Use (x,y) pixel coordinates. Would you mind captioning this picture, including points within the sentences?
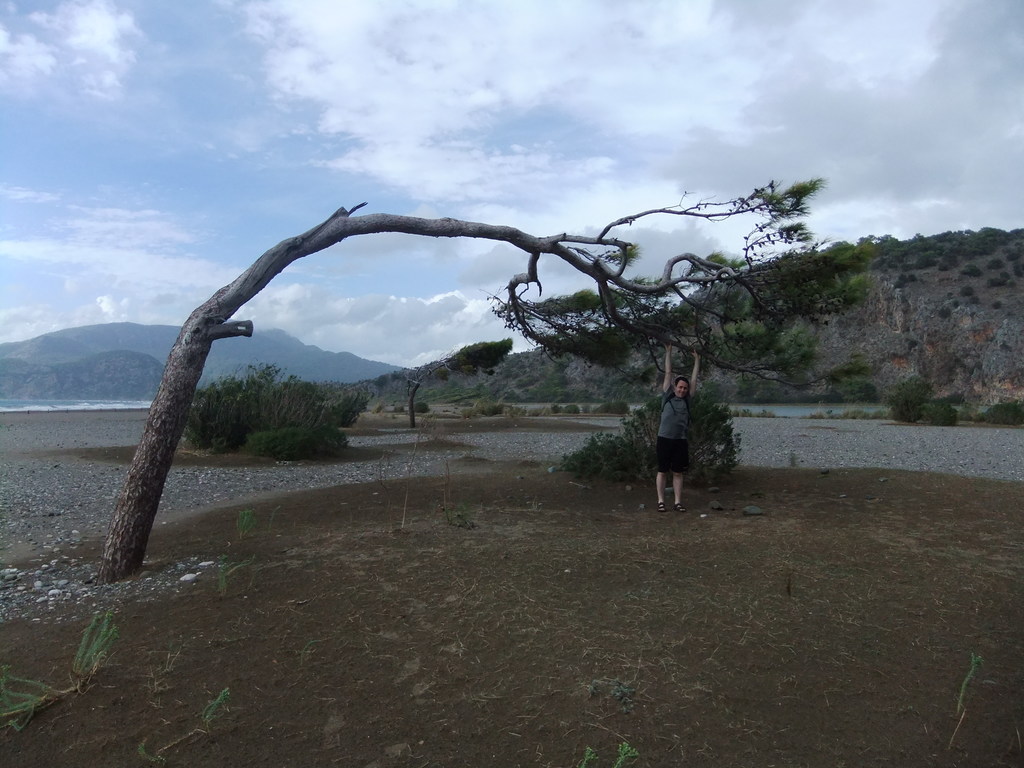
In this image I can see the ground (520,668) and a tree (106,575) on the ground (505,668). I can see a person (658,445) is standing and holding a tree (628,331). In the background (342,422) I can see few trees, few mountains (71,340), the water (17,401) and the sky (486,205).
